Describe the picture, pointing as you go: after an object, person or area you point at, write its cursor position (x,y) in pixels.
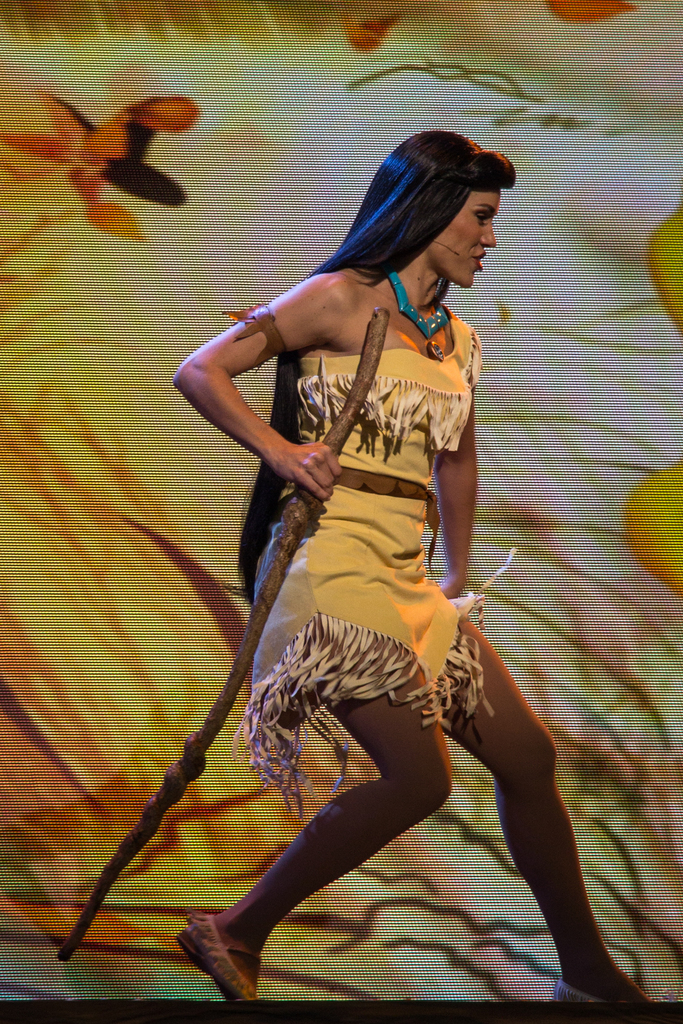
In this image we can see a woman (388,364) holding a stick (377,360). And in the background (330,235), we can see the poster/curtain (119,354).
